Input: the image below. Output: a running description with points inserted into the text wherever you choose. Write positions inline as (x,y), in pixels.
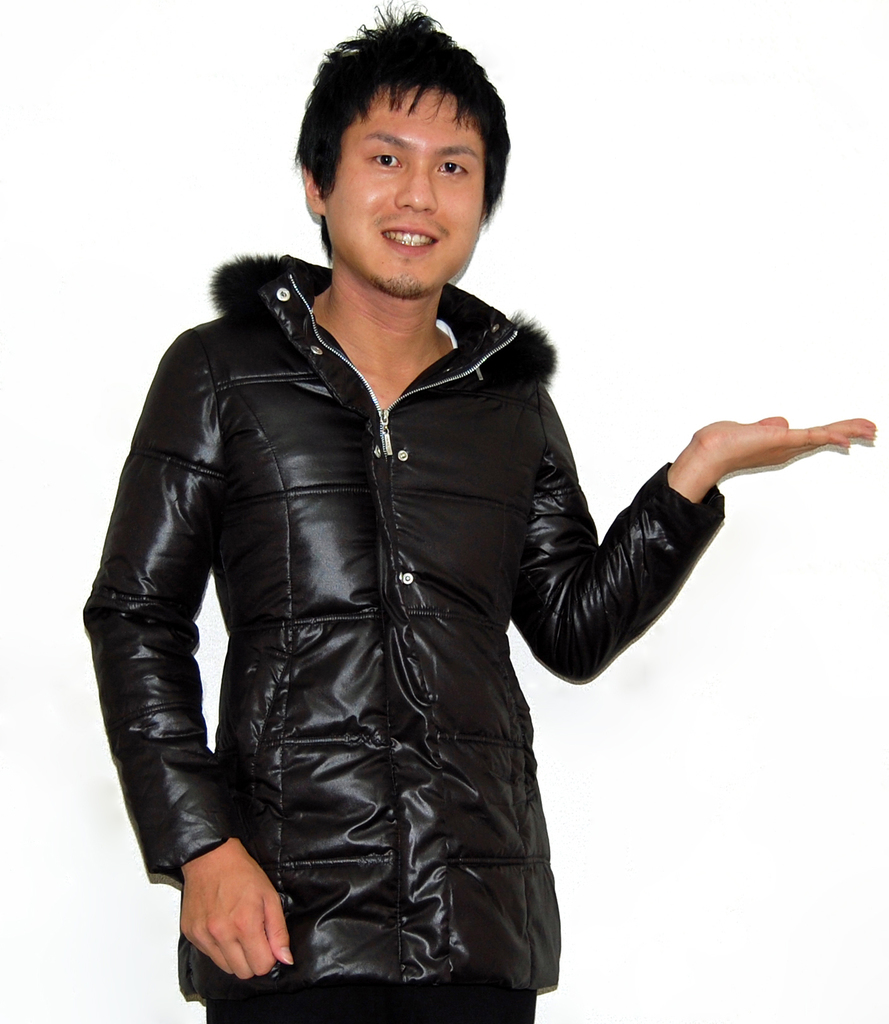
In this image a man (398,834). He is wearing black color jacket (349,821).
